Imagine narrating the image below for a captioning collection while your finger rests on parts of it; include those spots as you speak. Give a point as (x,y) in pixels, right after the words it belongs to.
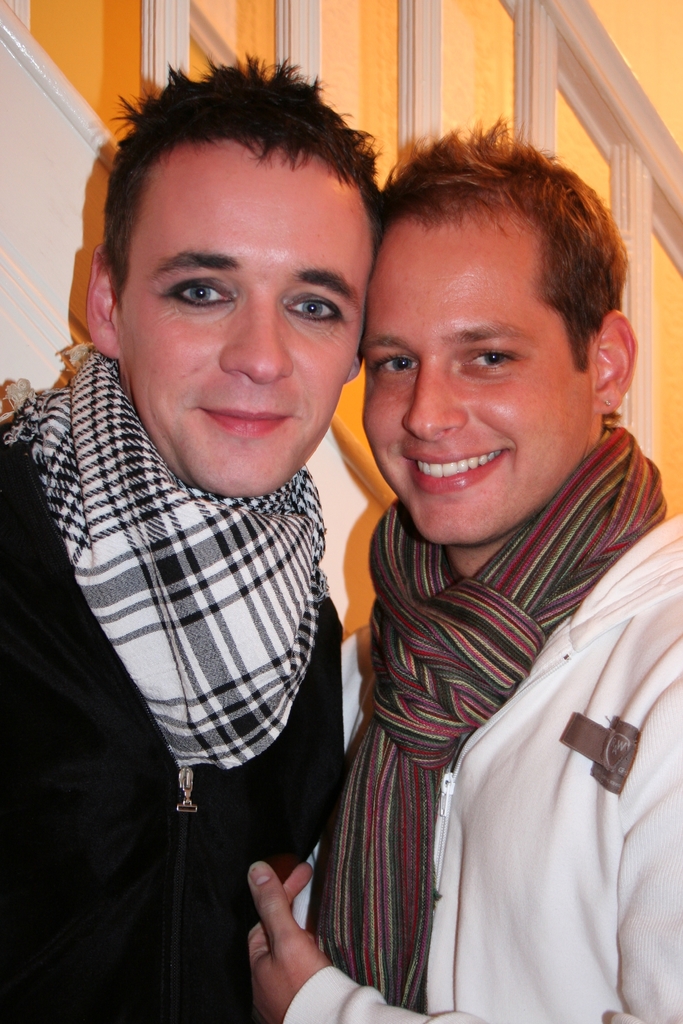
In the picture we can see a two men (149,334) are standing beside each other and one is wearing a black jacket (46,537) and one is wearing a white jacket (472,781) and with a funky hair (393,208) and in the background (295,76) we can see a railing (630,188).
